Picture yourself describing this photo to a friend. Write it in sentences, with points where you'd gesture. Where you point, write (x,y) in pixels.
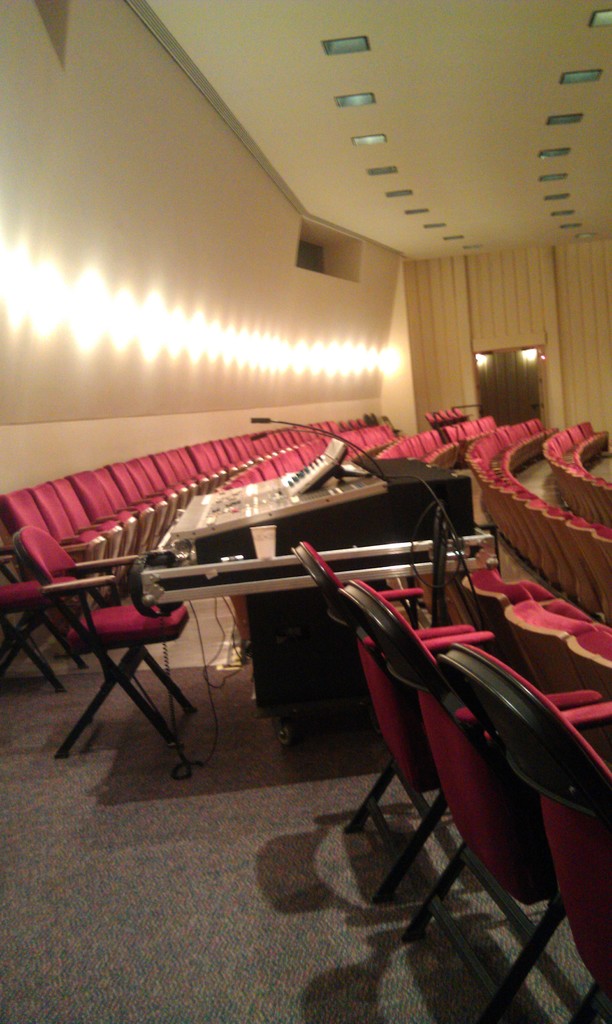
In this image, I can see the chairs (548,560). It looks like a table (299,517) with the mics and few other objects (281,510) on it. On the left side of the image (11,325), I think these are the lights (323,362) on the wall (126,333). At the top of the image (352,45), I can see the ceiling lights (552,180), which are attached to the ceiling (414,208). At the bottom of the image (243,818), I can see the floor (133,944).
